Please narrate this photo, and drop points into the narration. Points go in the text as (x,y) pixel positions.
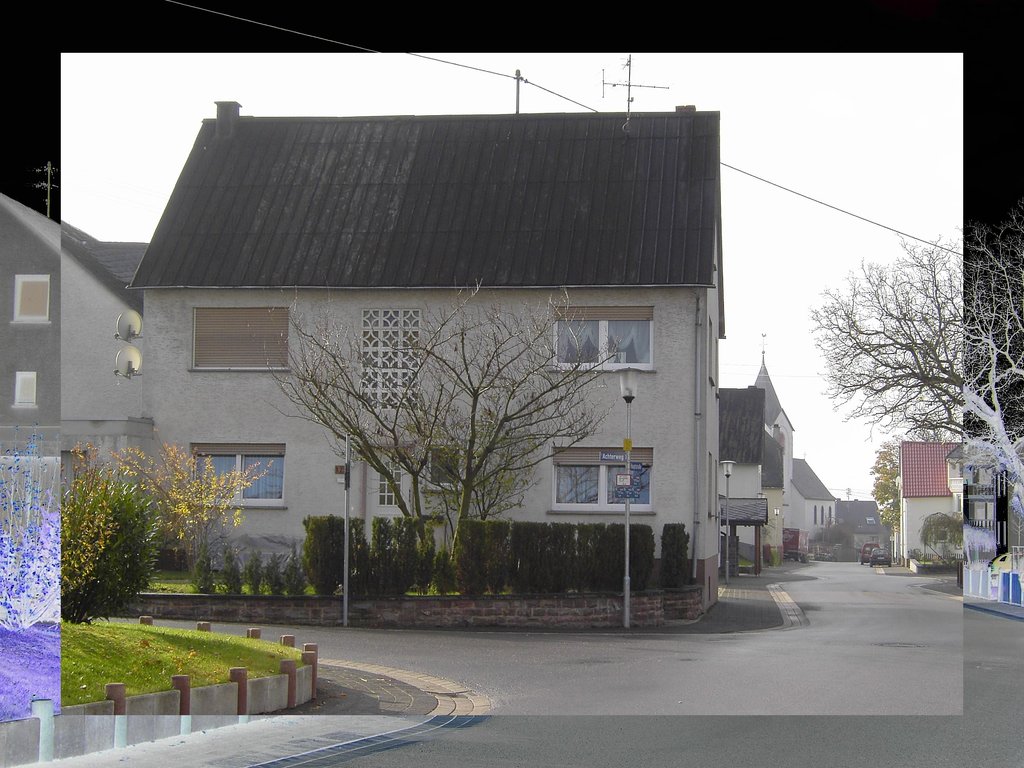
This picture seems to be an edited image. In the center (559,497) we can see the houses (959,508) and we can see the dry stems (468,495), lampposts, plants (642,562) and the vehicles (868,559). On the left (115,654) we can see the green grass (101,643), plants (97,545) and in the background (834,106) we can see the sky (843,228), cable (888,229), metal rods (41,189) and some other items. On the right corner (977,326) we can see the dry stems (966,401).
